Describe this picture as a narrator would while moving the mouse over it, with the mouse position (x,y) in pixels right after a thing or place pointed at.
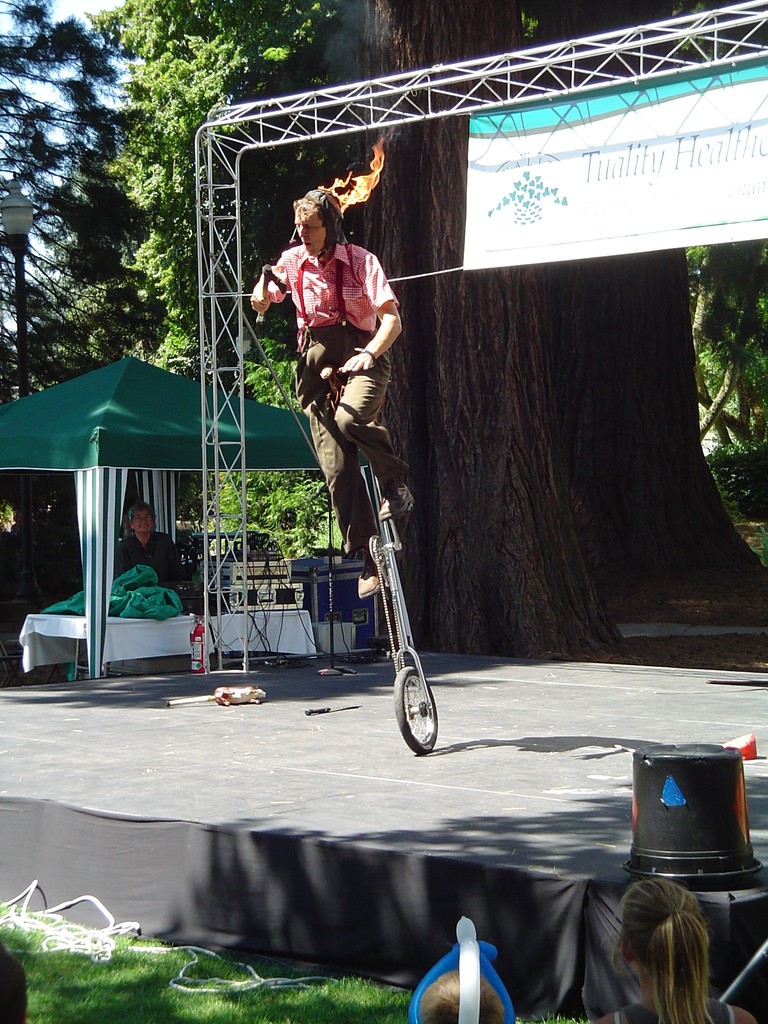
In this image, we can see a person (384,310) wearing clothes (334,312) and sitting on a unicycle (410,629) which is on the stage (161,754). There is a metal frame (296,116) in the middle of the image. There is a banner (557,193) in the top right of the image (666,143). There is an another person (153,510), tent (109,586) and pole (23,345) on the left side of the image (68,403). In the background (125,266), we can see some trees (728,439). There is a tub (687,765) in the bottom right of the image (717,867). At the bottom of the image (233,974), we can see some grass (305,990) and persons (701,939).
